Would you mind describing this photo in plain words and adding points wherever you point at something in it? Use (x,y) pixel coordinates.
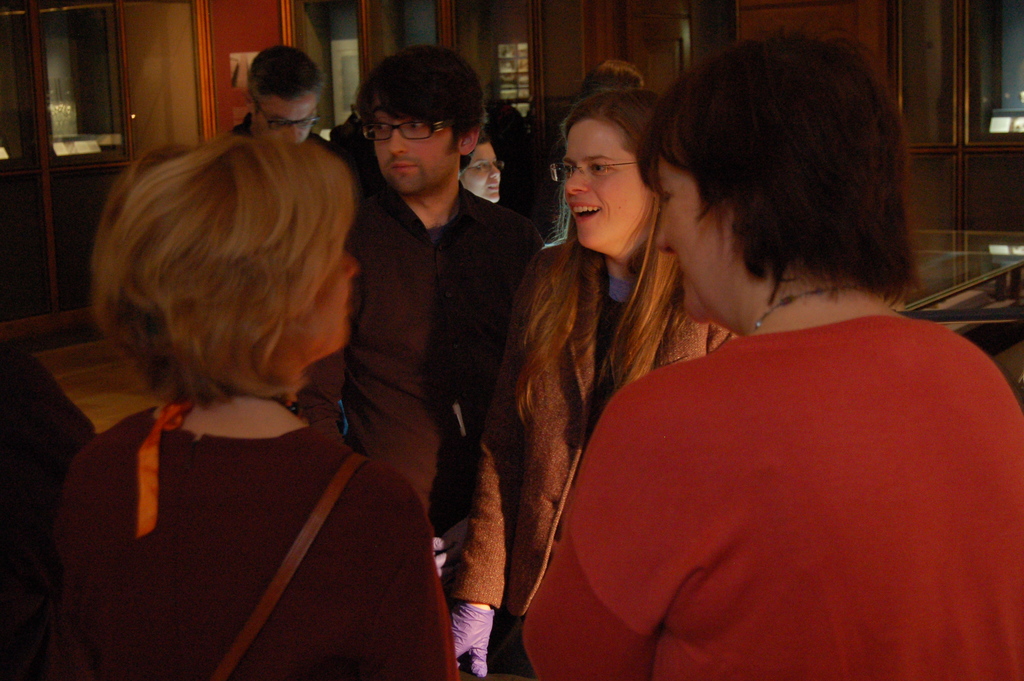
In this image I can see group of people (311,458) standing. In front (697,502) the person (810,529) is wearing red color shirt (907,493), background (515,82) I can see few windows (502,91) and I can see few cupboards (180,54) in brown color.
